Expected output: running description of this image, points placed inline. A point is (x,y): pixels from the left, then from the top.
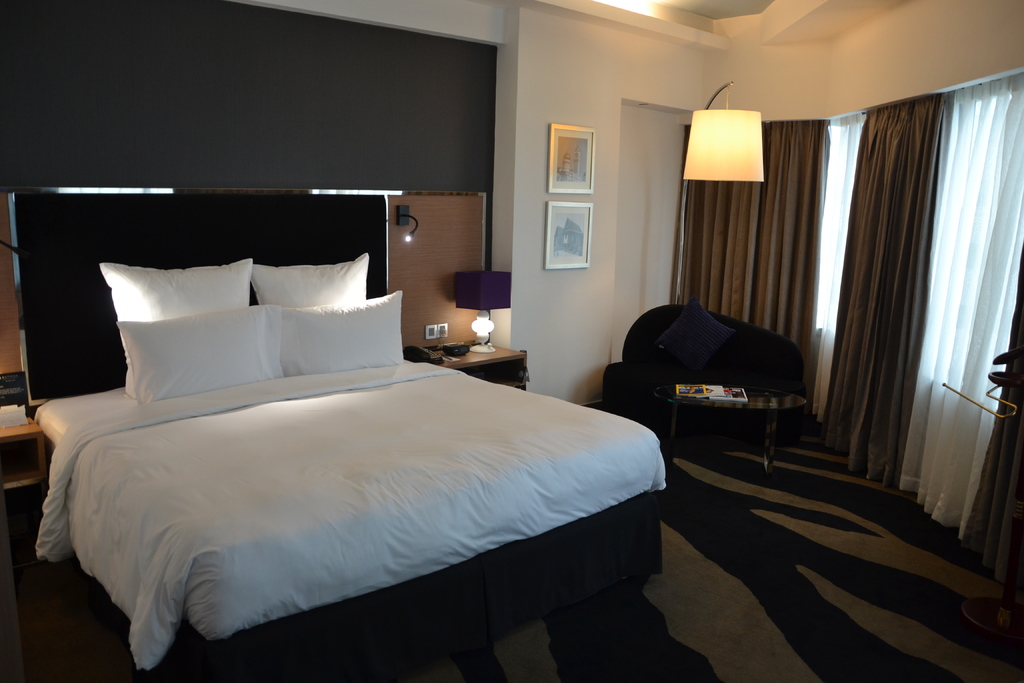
in the picture we can see the bed (278,435), on bed (323,434) one bed sheet (296,430) with four pillows (306,341). And on the right side (879,360) we can see some curtains (873,230) they were in brown color and white color. And in the center (668,369) we can see the couch (731,371). And back of couch (653,310) we can see the wall (624,138) with photo frames (591,180). And beside the bed (442,376) there is a table (479,360) on the table (507,365) there is a lamp (475,347).
